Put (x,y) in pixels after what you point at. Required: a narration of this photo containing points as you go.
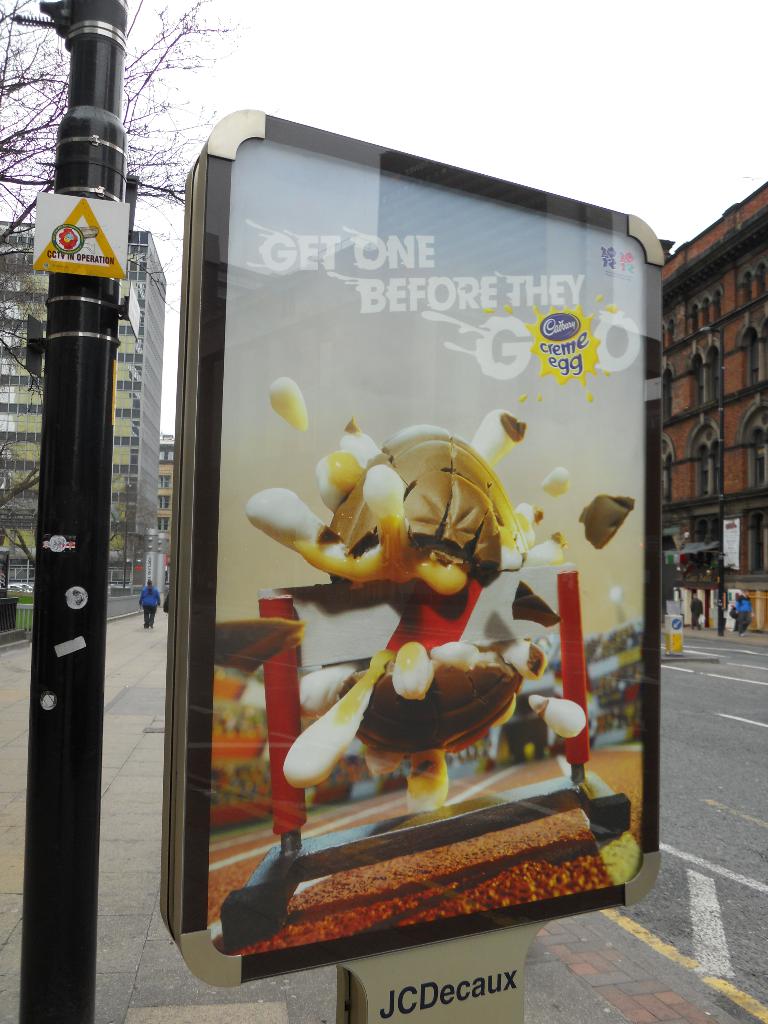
In this picture we can see a board (405,612) and on the left side of the board (395,676) there is a black pole (72,944) with a small board (62,240). Behind the board (332,611) there are some people (700,611) walking on the path (109,632) and behind the people (694,618) there are buildings (758,287) and sky (475,77).
